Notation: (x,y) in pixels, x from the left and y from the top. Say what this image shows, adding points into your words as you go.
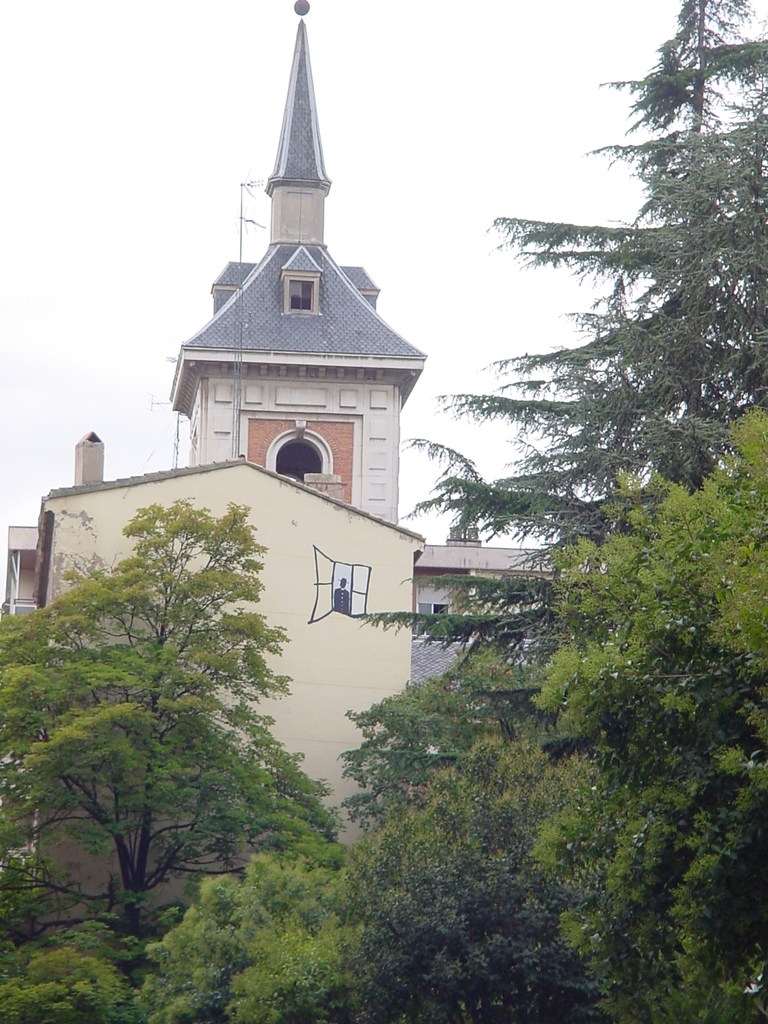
In the foreground of the picture (541,780) there are trees (560,778). In the center of the picture (357,544) there is a cathedral (256,433). Sky (113,146) is cloudy.
